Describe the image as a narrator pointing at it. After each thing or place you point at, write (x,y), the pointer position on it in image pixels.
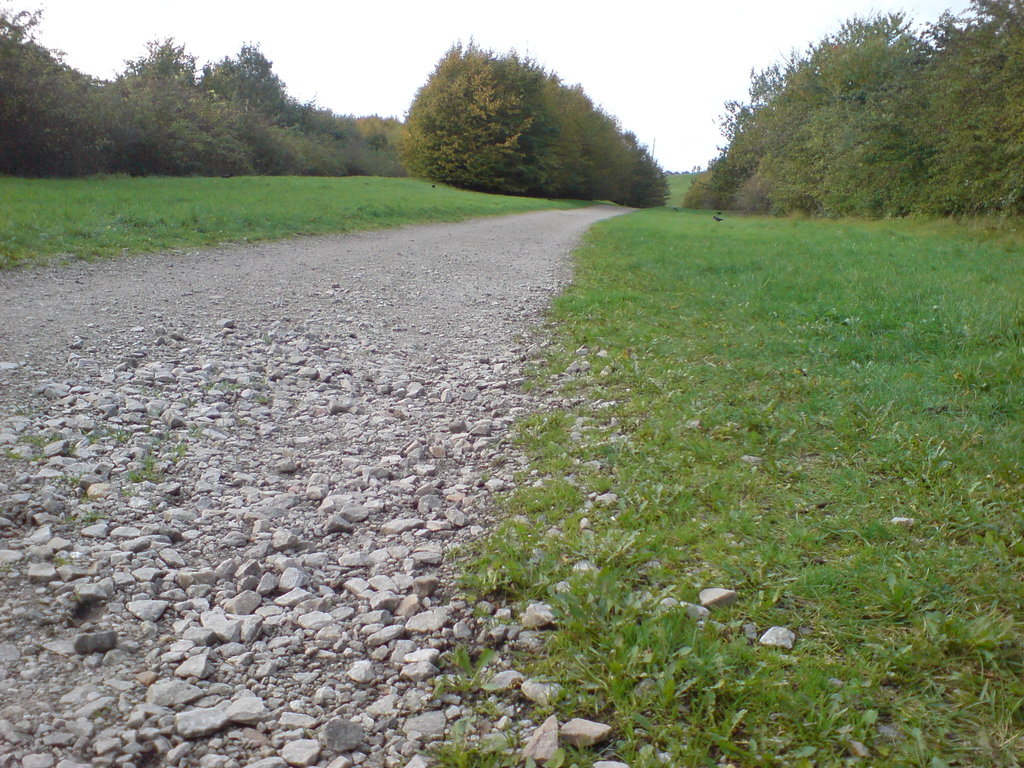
In this picture I can see a path (406,418) in between the grass (367,226), around we can see some trees (145,159).
